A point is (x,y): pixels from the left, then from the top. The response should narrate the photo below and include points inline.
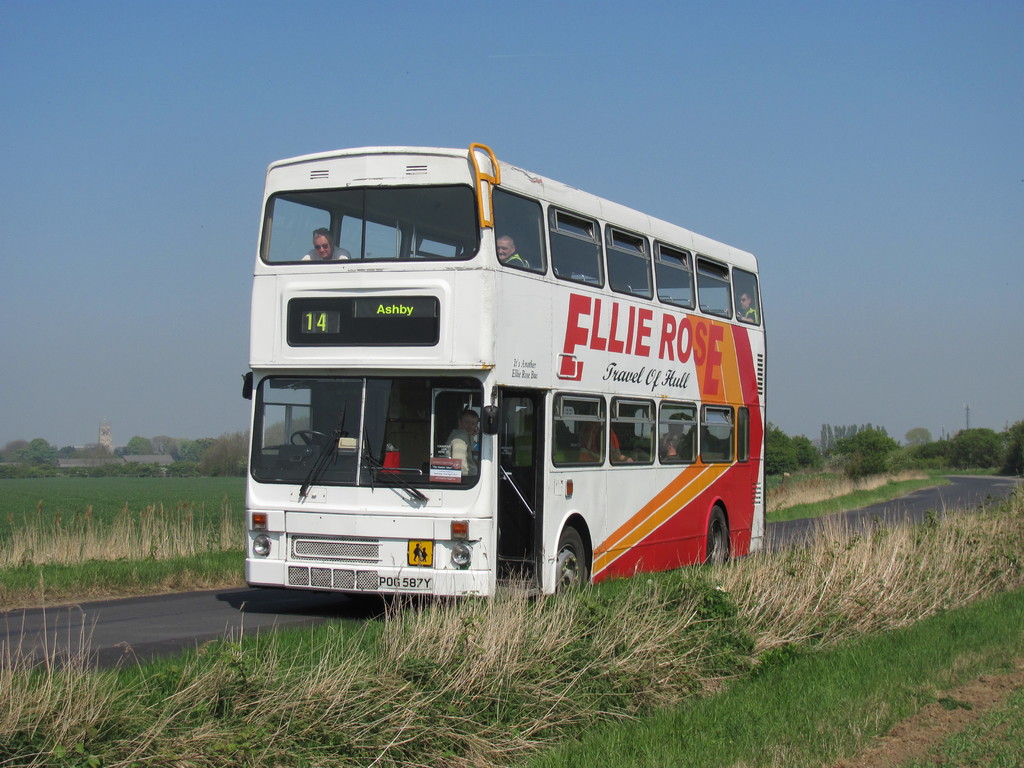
In this image I can see a bus (531,255) in white, orange, red color. I can see the green grass (209,514), few trees (212,462) on both side. The sky (60,368) is in blue color.
